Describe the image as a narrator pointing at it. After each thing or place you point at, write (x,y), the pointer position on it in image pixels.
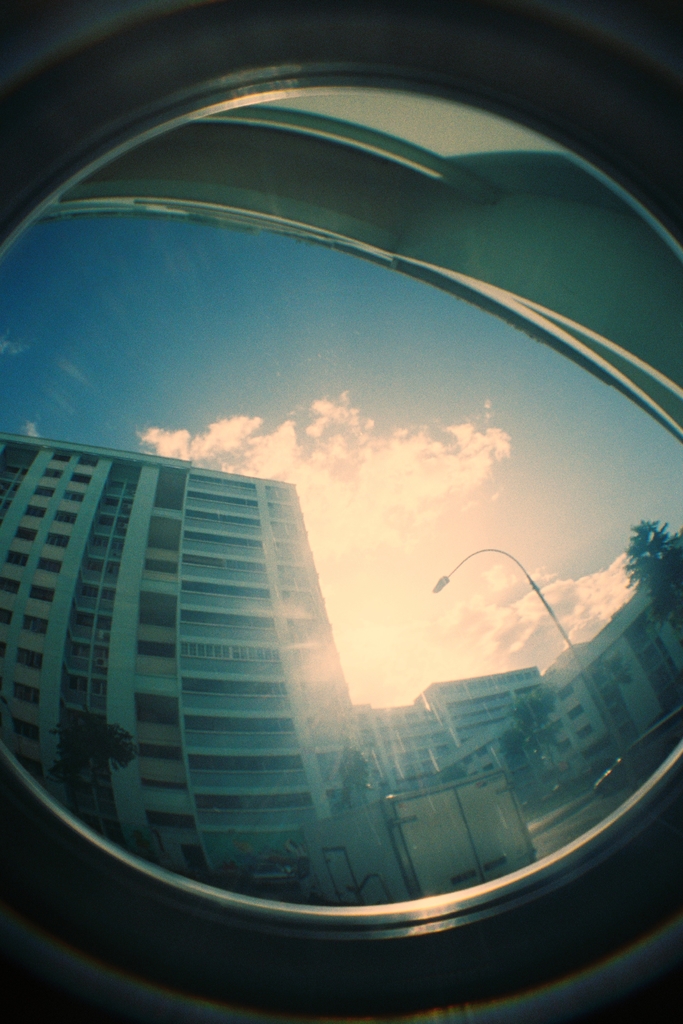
It is 360 degrees picture, in a mirror (337,555) there is a sky (337,531) and many buildings (149,687) are being reflected.
